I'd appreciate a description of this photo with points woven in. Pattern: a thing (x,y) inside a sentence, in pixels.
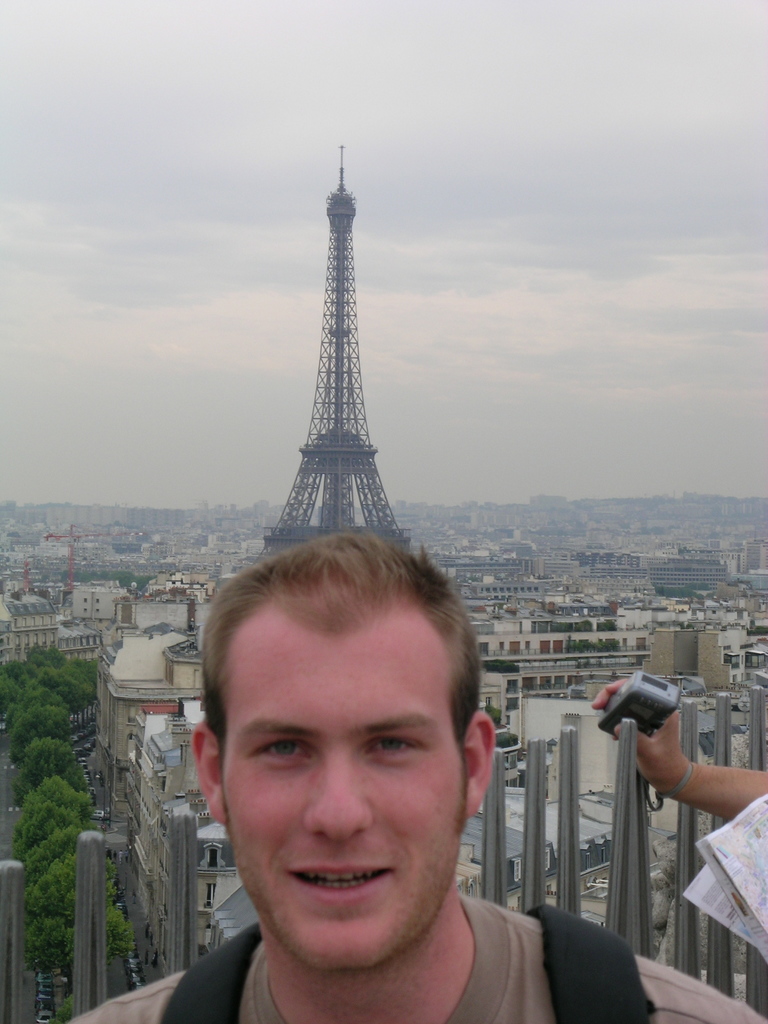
In this image we can see a person (401,874) and a person's hand (658,763) holding an object (654,684) and there are few rods (574,848) behind the person (443,827) and there are few trees (55,840), buildings (107,589), a tower (318,450) and the sky (395,419) in the background (318,277).
